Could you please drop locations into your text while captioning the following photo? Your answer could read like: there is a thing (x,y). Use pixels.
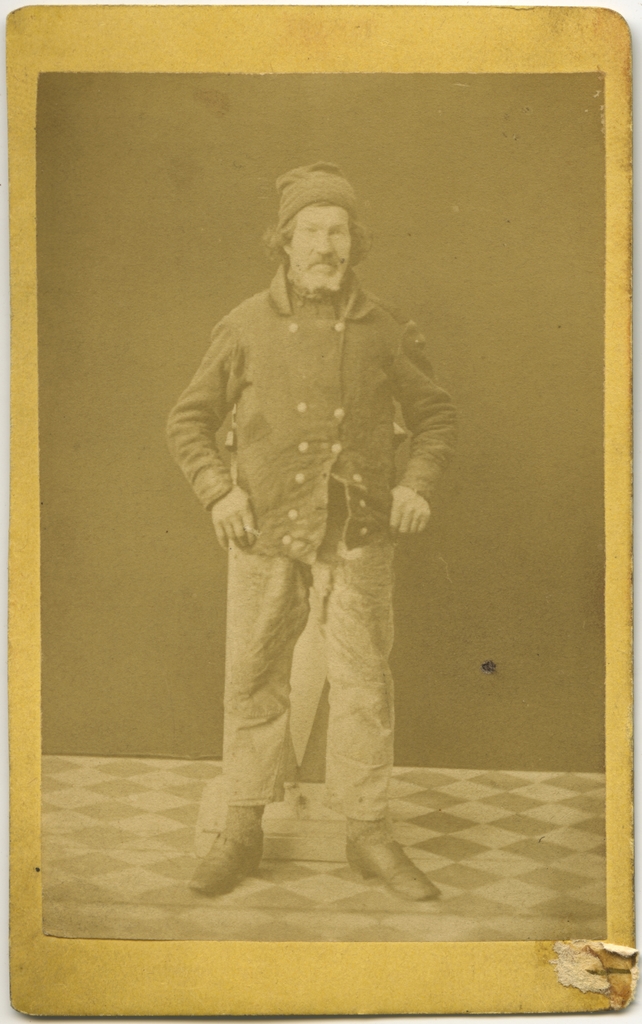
In this picture we can see a photo (269,834) on a board (629,122) and in this photo (310,274) we can see a man (382,487) standing on the floor (488,864).
